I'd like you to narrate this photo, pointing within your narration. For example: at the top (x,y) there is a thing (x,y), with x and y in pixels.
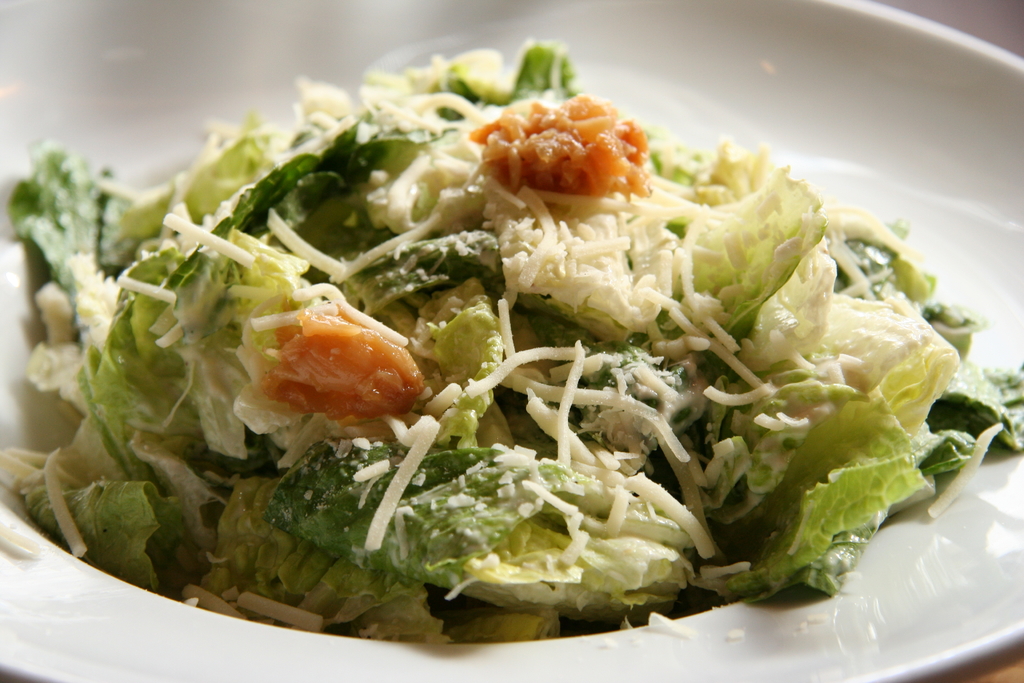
In this image I can see a food item (613,239) on the white color plate (904,541). Food (848,507) is in green, white and brown color.
